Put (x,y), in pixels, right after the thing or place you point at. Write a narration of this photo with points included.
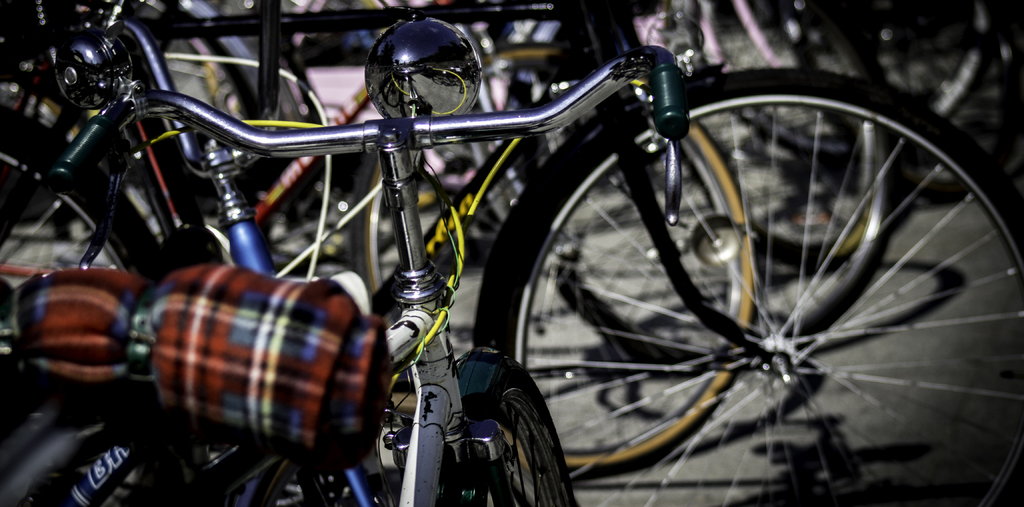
In this picture we can see a few bicycles (462,32). There is a colorful object (307,300) on a bicycle (60,401) on the left side (287,296).
